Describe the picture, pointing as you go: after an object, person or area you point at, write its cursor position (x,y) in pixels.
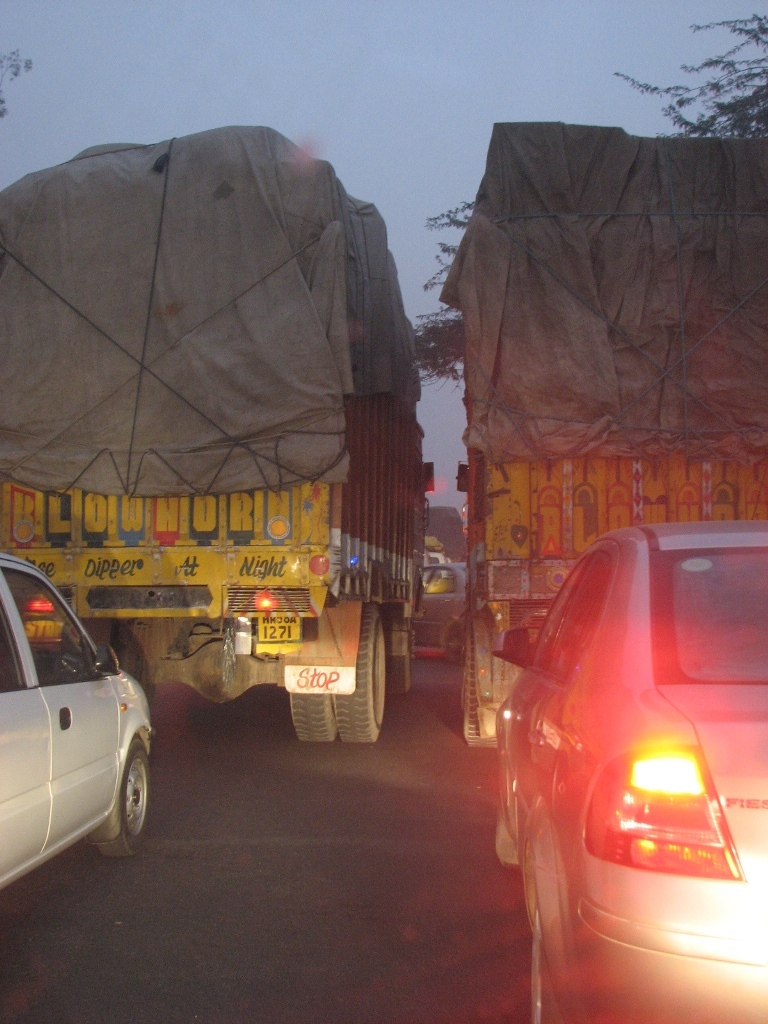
In this picture we can see few vehicles (651,585) on the road (441,802), in the background (449,267) we can see few trees (757,116).
